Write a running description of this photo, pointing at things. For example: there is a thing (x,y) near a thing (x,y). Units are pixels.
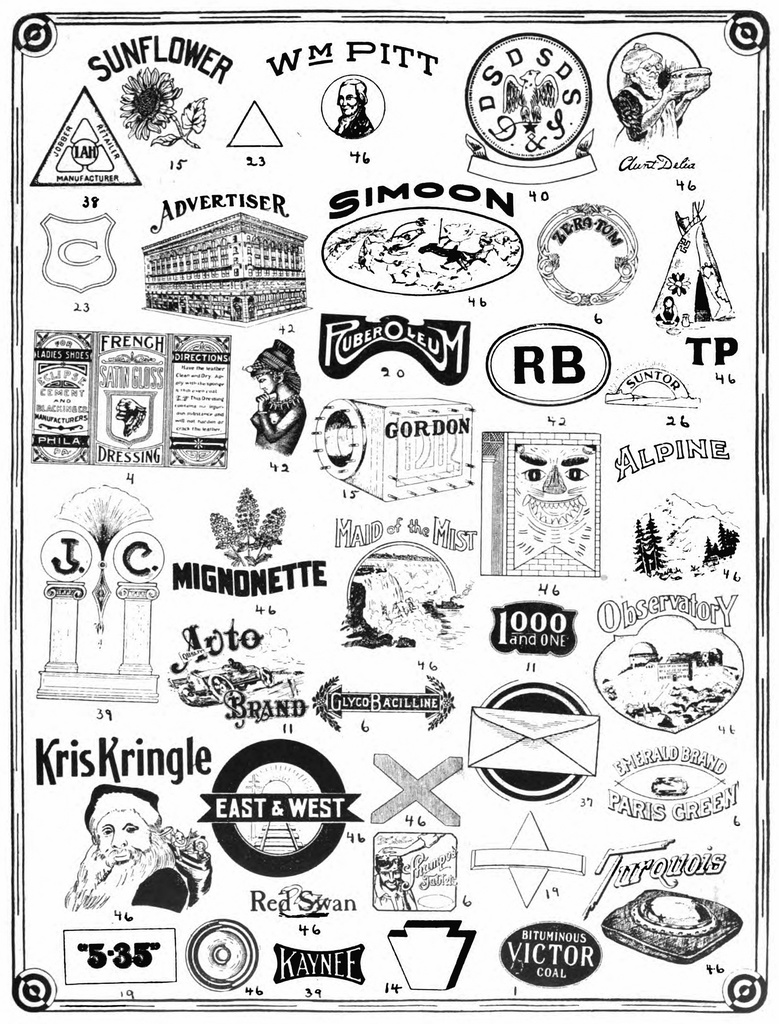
In this picture we can see few arts (474,281), symbols (538,246) and some text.
